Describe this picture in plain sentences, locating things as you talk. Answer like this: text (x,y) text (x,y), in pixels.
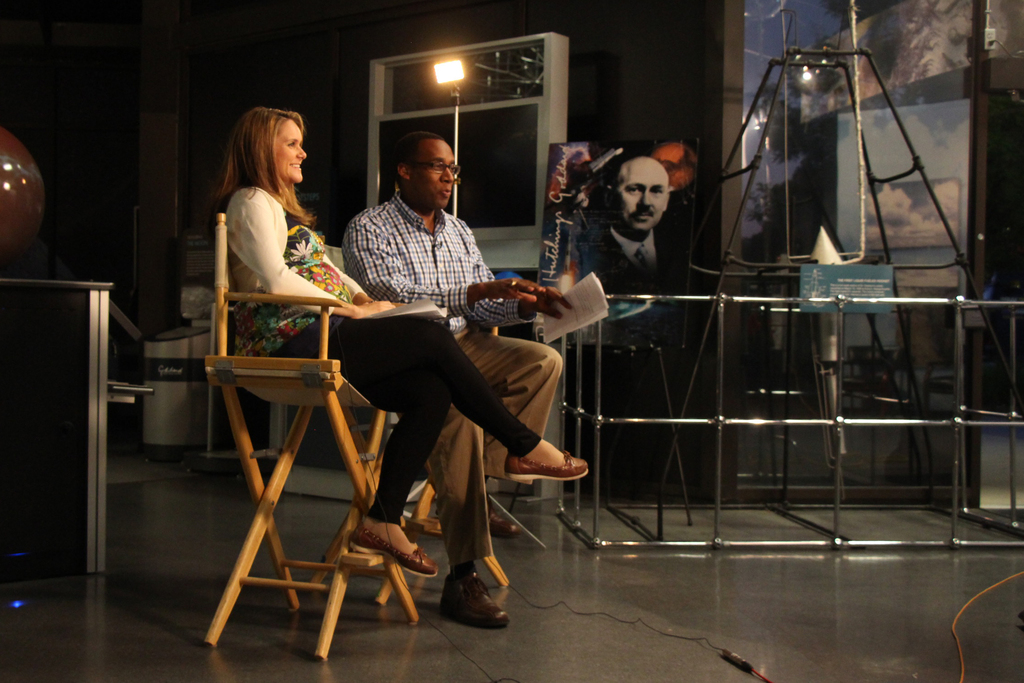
This picture looks like it is taken in a sets of a TV show. In the center of the picture (459,237) there are two persons (457,370) seated in chairs (299,421), both are holding papers (549,319). On the left (40,311) there is a desk (70,311). On the right (722,324) there is a frame (745,507) and a ladder (798,53). In the center of the background (436,54) there is a frame (609,204), a focus light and glass wall (766,31). On the floor (726,615) there is a cable (751,658).
